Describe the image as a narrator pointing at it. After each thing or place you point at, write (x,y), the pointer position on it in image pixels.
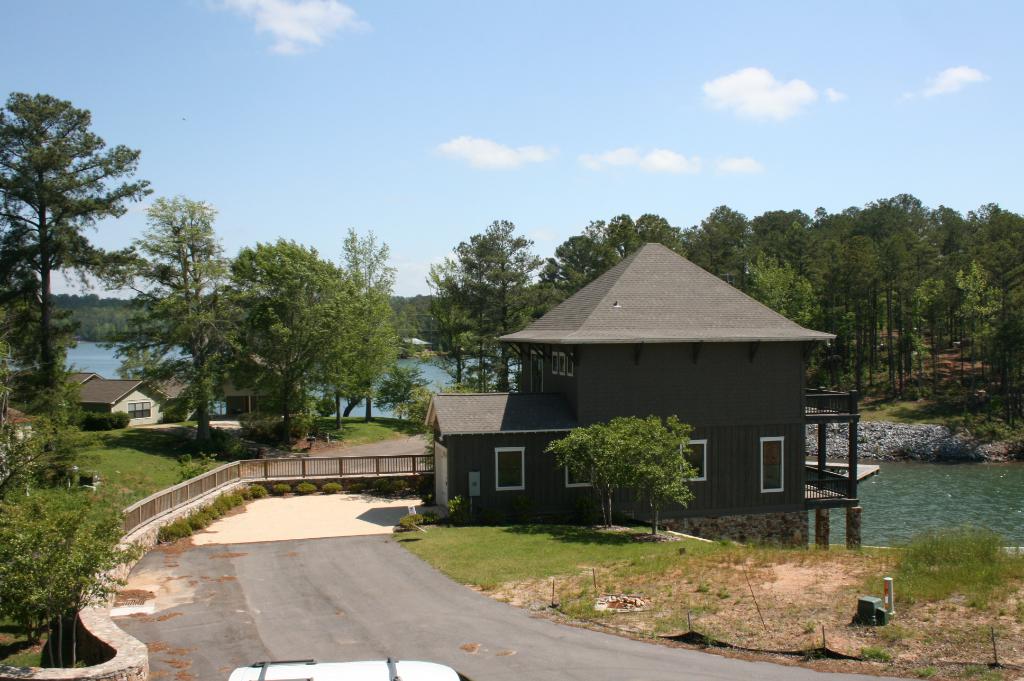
In this image I can see the house (521,499) with windows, railing (308,474) and there is a vehicle (319,673) on the road (492,667). To the right (884,513) I can see the water (891,518) and the stones (948,441). In the background (193,375) I can see few more houses (171,392), water (178,352), many trees (285,429), clouds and the sky (341,90).
